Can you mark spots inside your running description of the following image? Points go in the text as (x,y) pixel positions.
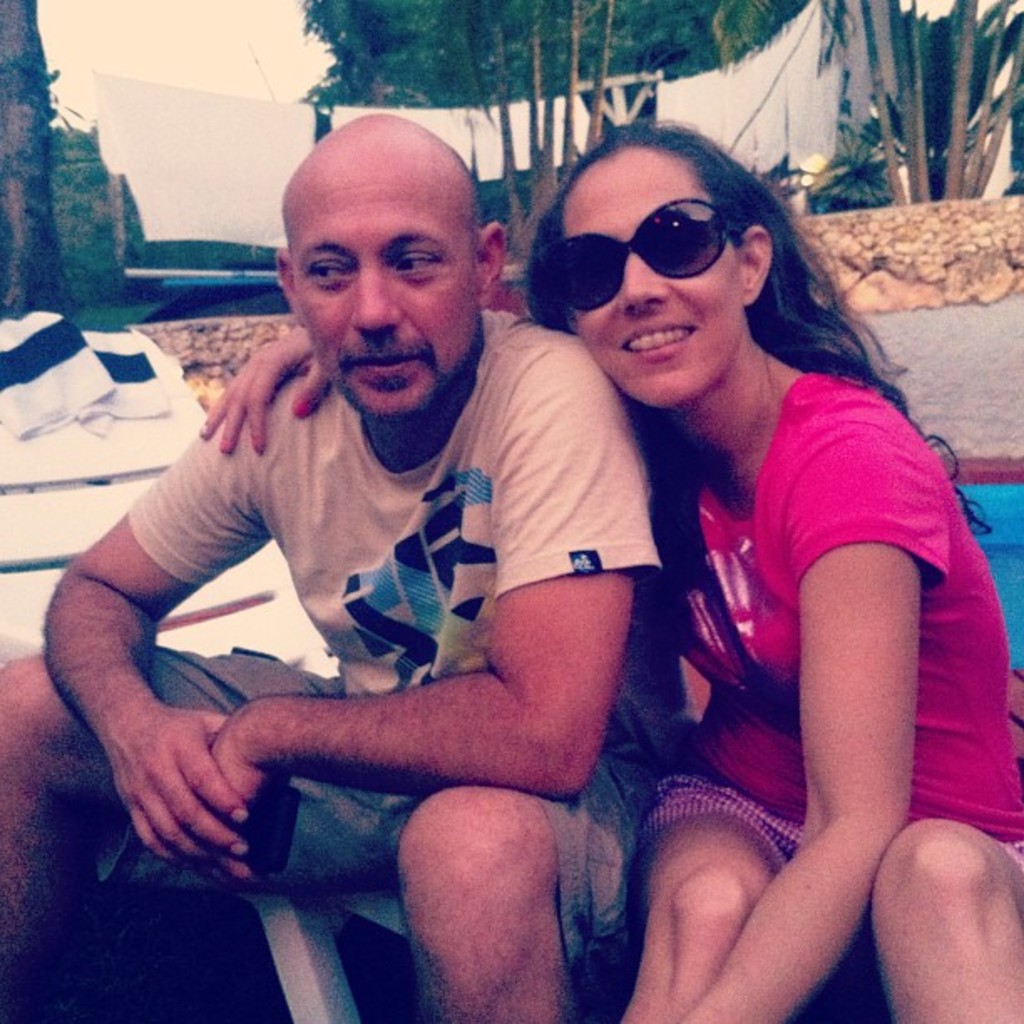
In this image, in the middle (465,557), we can see two people (592,545) man (516,568) and woman (842,714) are sitting on the bench (28,531). On the left side of the bench (42,545), we can see a cloth (2,325). In the background (285,174), we can see some clothes (822,129), trees (13,93), sky (219,88). At the back (1013,221), we can see some stones (1017,234).
